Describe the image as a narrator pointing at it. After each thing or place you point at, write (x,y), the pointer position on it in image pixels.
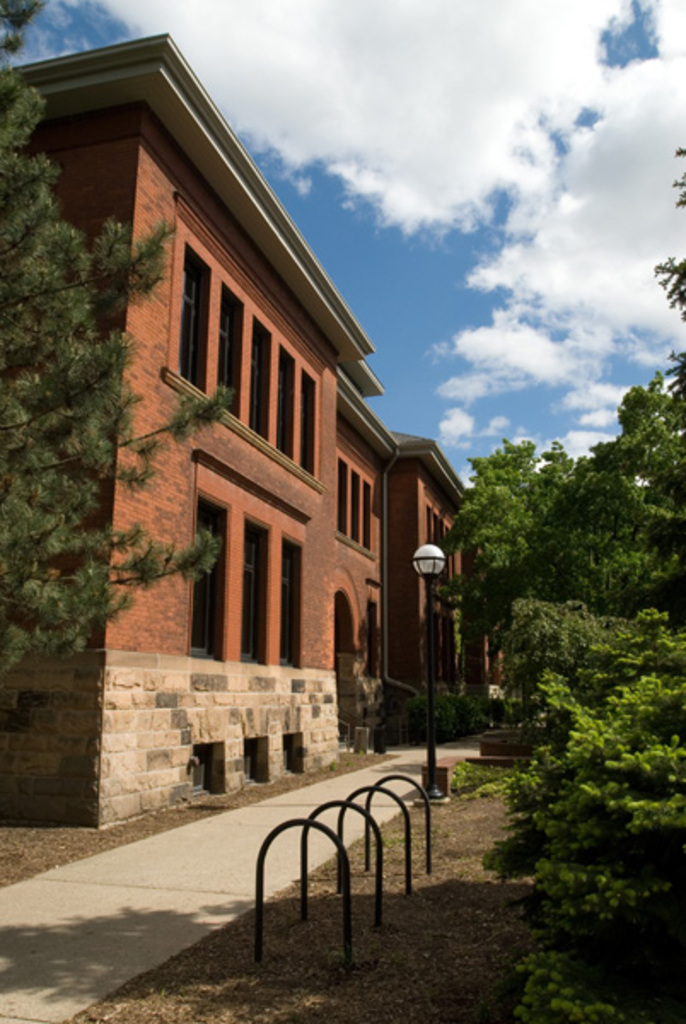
It looks like a huge university (335,537) it has many windows (244,594) and doors (345,622), in front of the university (486,674) there are a lot of trees (567,694) and plants (670,772) and on the right side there is a pole light (433,575) and in the background (442,195) there is a sky (447,257).
